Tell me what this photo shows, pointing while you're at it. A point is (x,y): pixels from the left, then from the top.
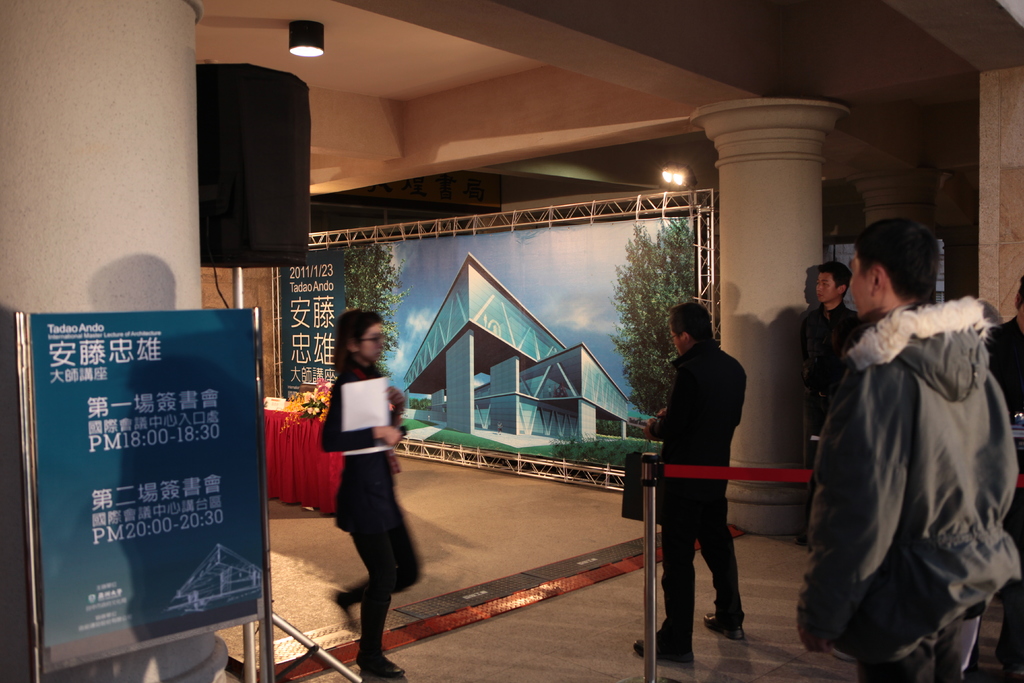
In this image I can see on the left side (225,433) there is a notice board (215,464). In the middle (401,401) a woman (372,521) is walking, she wore black color dress (379,553) and there is a banner (539,348) with the lights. On the right side (875,393) a man (913,509) is standing, he wore coat (956,486). At the top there is a light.
